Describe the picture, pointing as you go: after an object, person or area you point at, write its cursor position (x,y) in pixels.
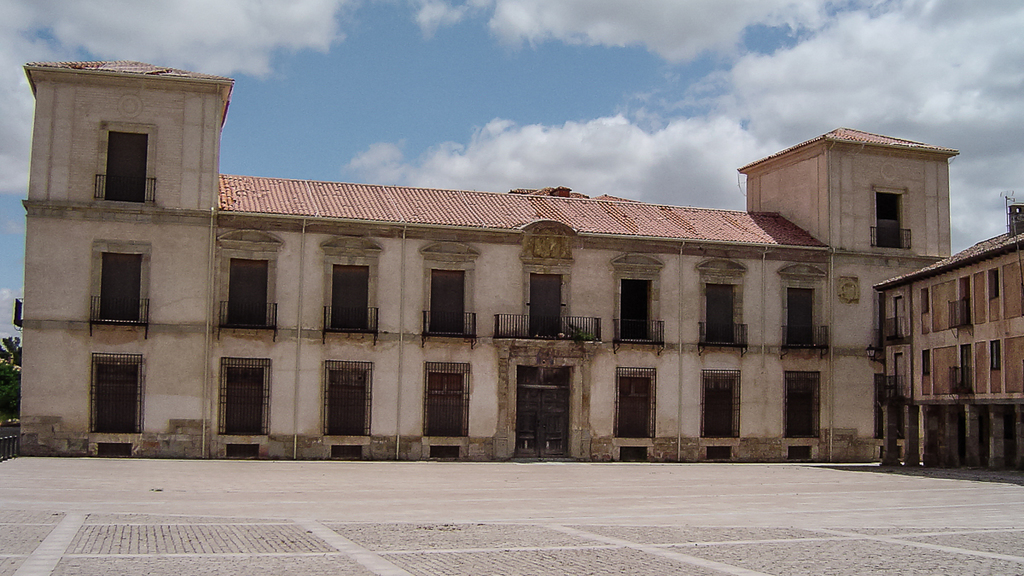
In this picture we can see the ground (517,545) and in the background (328,397) we can see buildings (221,405), trees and sky (24,24) with clouds (438,189).
